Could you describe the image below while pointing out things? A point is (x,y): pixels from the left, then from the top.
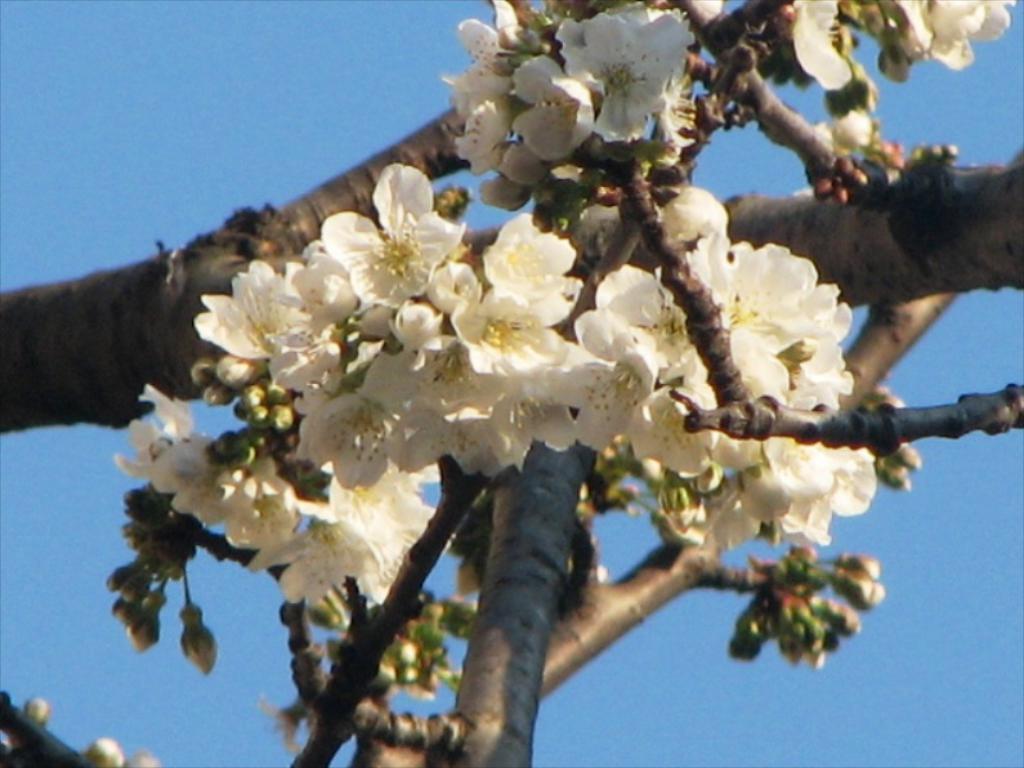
In this image I can see a tree (490,654) and to the tree (508,551) I can see few flowers (508,408) which are cream and yellow in color. In the background (308,132) I can see the sky (215,123).
